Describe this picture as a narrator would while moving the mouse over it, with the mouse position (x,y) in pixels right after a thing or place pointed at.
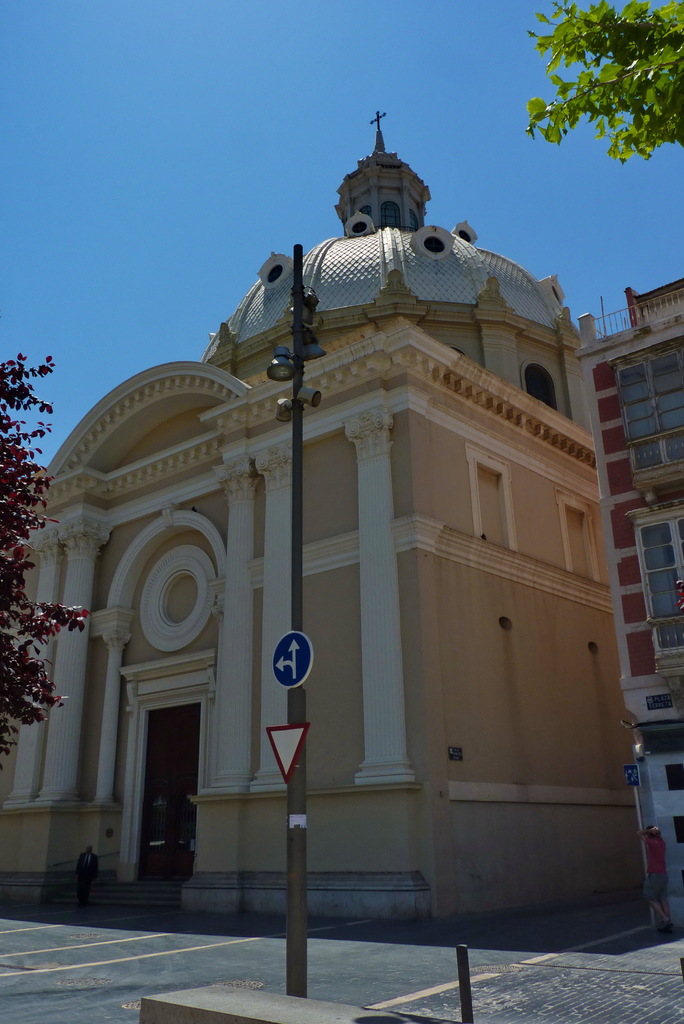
In this image there are boards (272,662) and lights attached to the pole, trees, buildings (482,376), and in the background (355,58) there is sky (376,86).
